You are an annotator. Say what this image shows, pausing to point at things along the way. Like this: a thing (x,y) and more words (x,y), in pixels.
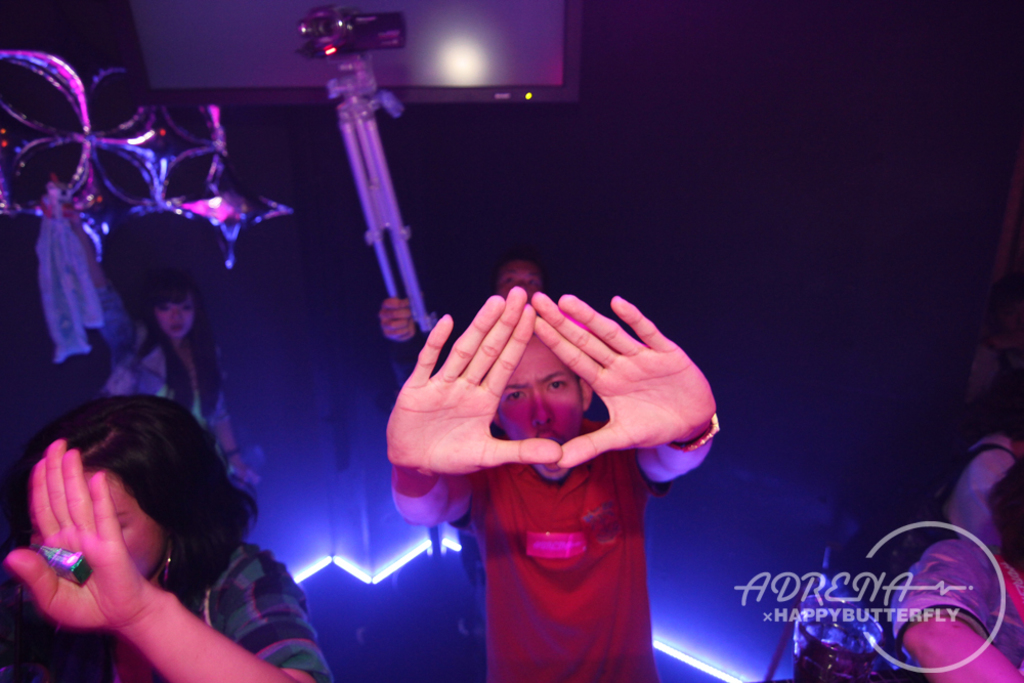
In this image there is a man (528,541) in the middle (466,422) who is showing his hand (479,443). Behind him there is another person (512,268) who is holding the tripod (365,183) on which there is a camera (320,48). On the left side (120,518) bottom there is another girl (125,571) who is holding an object (71,560) in her hand (81,550). In the background (99,185) it looks like a balloon (206,204). At the bottom (377,579) there is light (393,568) on the floor (395,585).
